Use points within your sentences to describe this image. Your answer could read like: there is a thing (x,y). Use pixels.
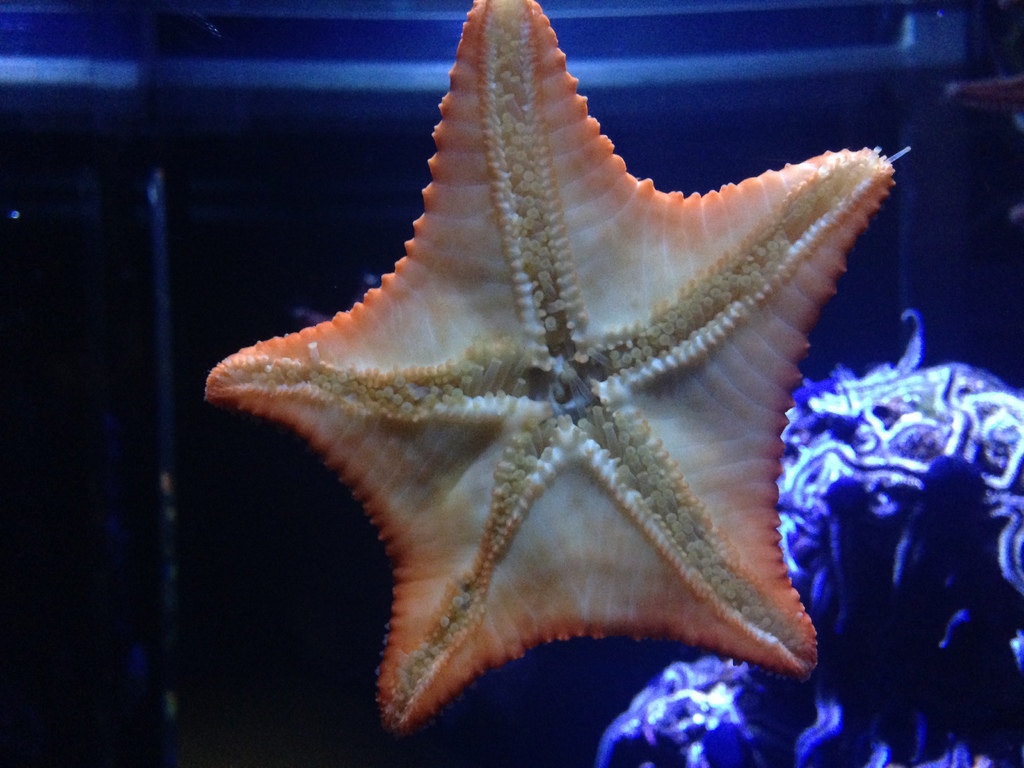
In this image there is a starfish (562,482) at the middle of image (543,264). Right bottom there is an aquatic animal (880,503) in the water (188,455).
